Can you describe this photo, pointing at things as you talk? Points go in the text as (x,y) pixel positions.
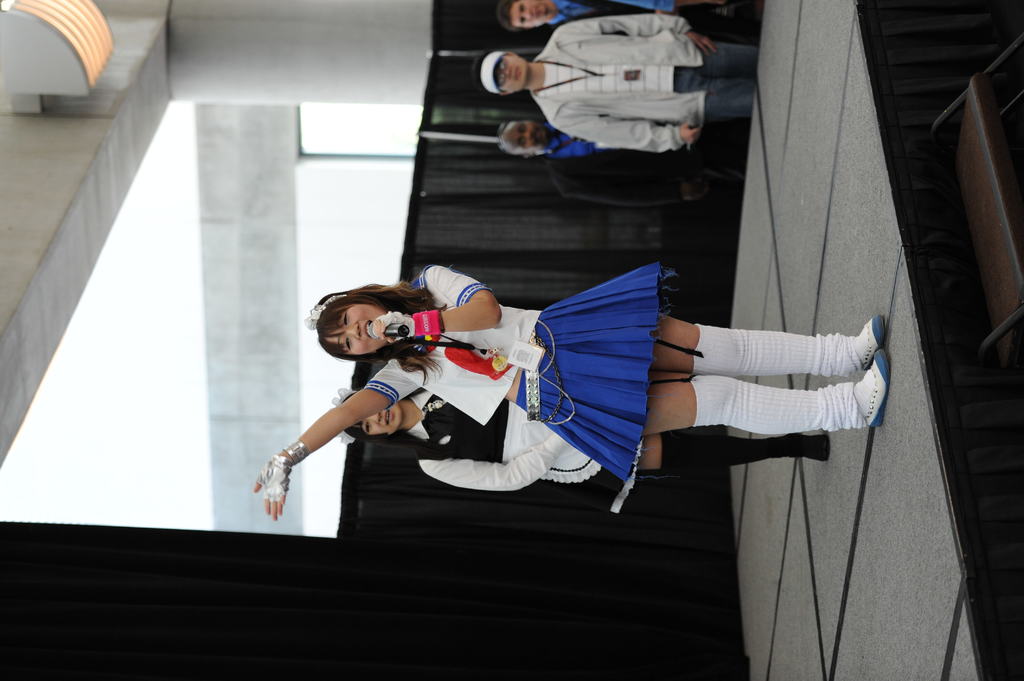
As we can see in the image there is a wall (295,34), few people (410,387) standing here and there and sky (152,456). The woman (347,332) over here is wearing a white color top (427,387), white color shoes (857,391) and holding a mic (386,332).
